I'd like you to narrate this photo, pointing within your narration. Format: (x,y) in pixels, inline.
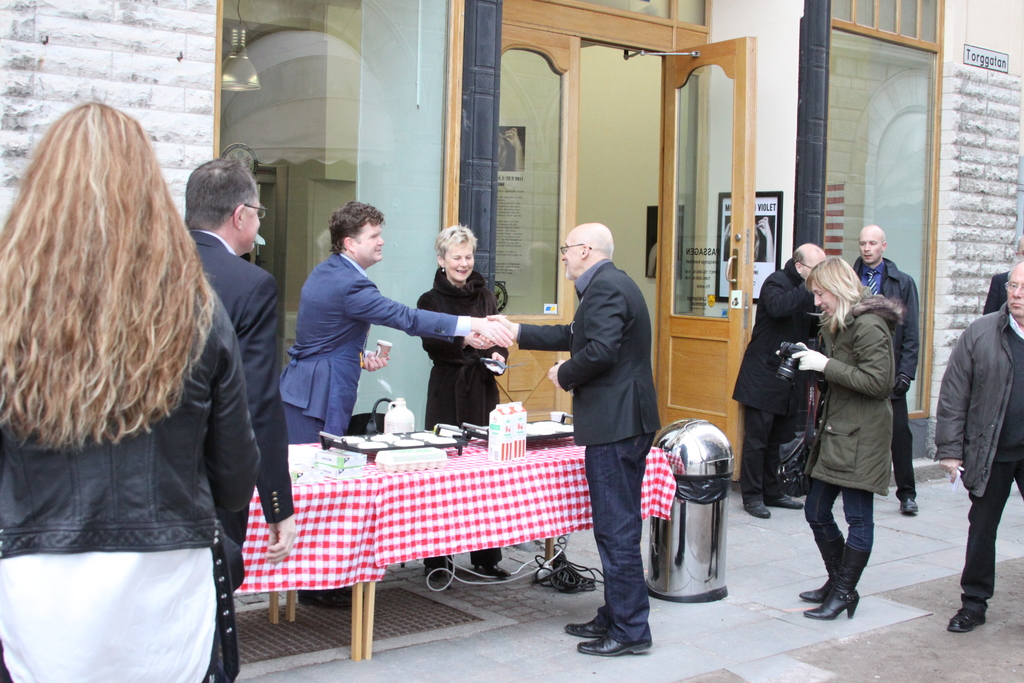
Bottom left side of the image (215,580) two persons (258,334) are walking. In the middle of the image (615,417) few people (656,407) are standing and smiling and they are holding something. Bottom right side of the image (1001,470) few people (817,245) are standing and this woman (864,413) is holding a camera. In the middle of the image (440,436) there is a table (304,515) on the table (311,491) there are some products (347,437). Behind them there is a door (679,51). Top left side of the image (139,46) there is a wall (101,47).
